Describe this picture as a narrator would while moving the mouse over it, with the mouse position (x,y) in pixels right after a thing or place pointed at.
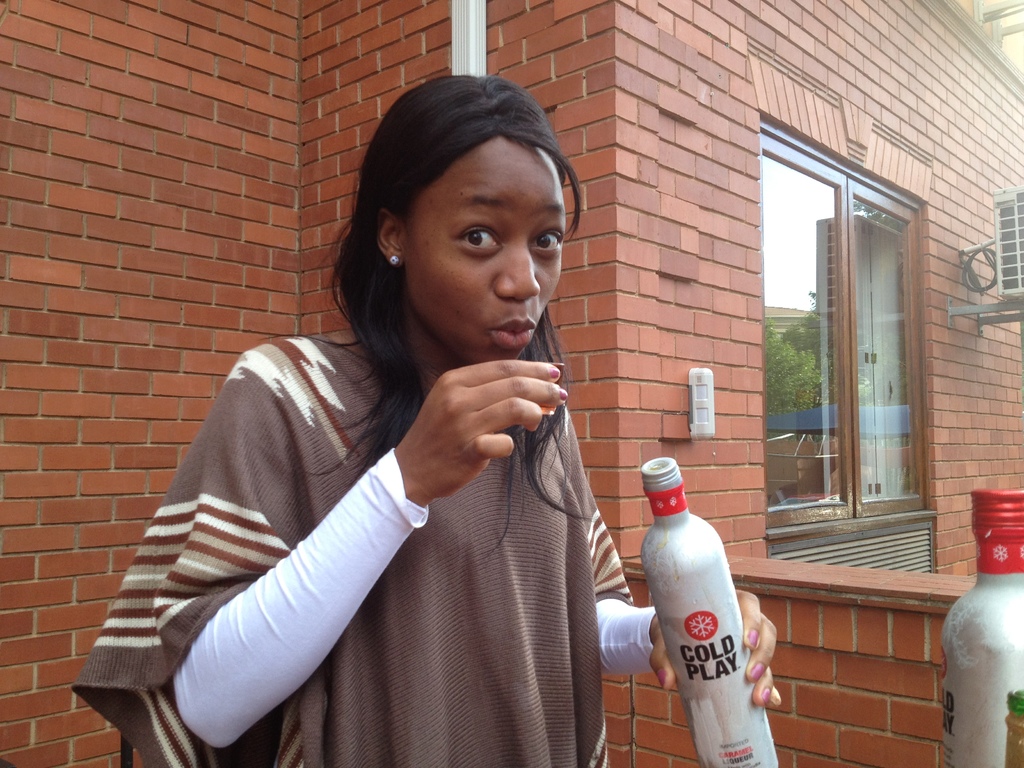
In this image in the front (486,438) there is a person (420,511) standing and holding a bottle (703,622). In the background (164,159) there is a wall (586,253) which is red in colour and there is a window (831,330) on the wall (719,294). On the right side (990,640) there is a bottle (991,670) with red colour cap (1000,529).
